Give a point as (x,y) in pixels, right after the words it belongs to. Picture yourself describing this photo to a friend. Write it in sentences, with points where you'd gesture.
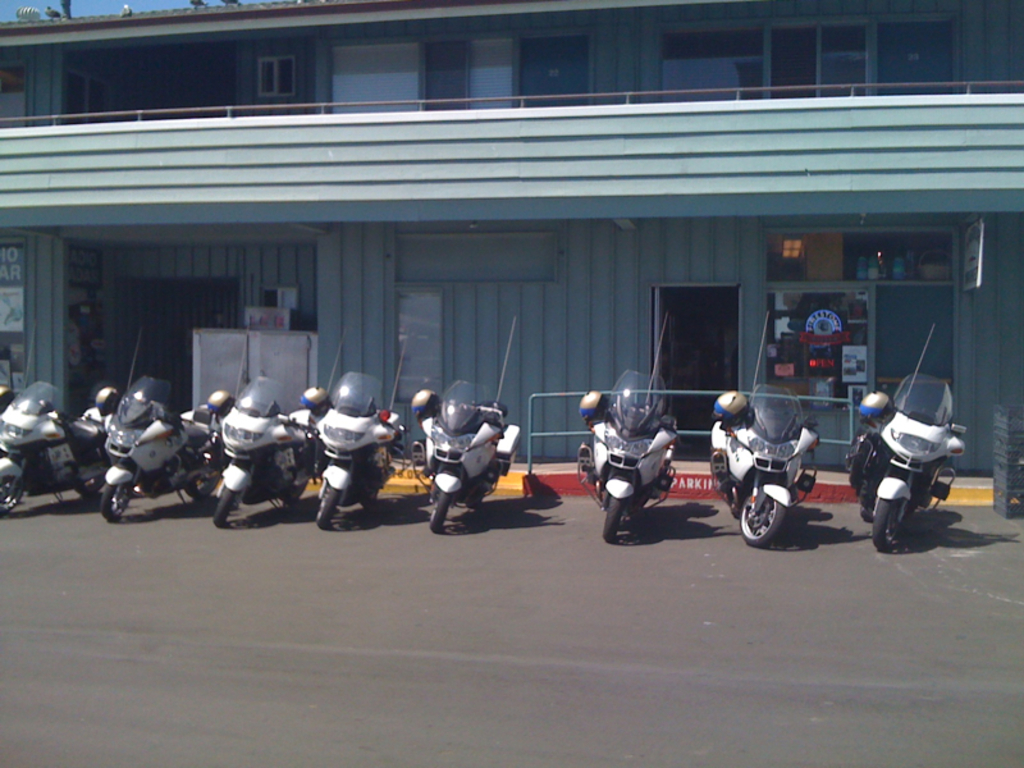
In this image we can see many bikes (760,503) on the road (326,642). In the background (415,143) we can see building (509,157), doors (676,298), windows (466,59), birds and sky (104,7).
